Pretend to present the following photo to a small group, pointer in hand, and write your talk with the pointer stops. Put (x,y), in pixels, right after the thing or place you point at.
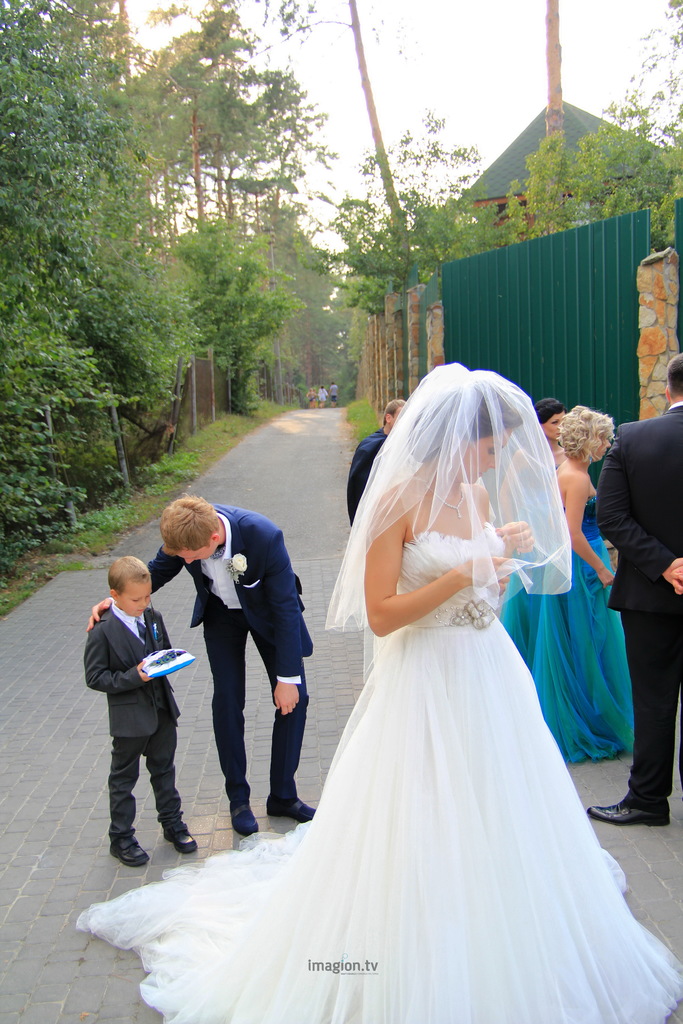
In this image we can see a woman (415,479) standing and wearing a white dress (582,863) and behind there are few people (353,479). There are some trees (564,210) and we can see a path (287,481) in the middle (282,456) and there is a wall (492,283) on the right side of the image (531,276) and we can see a building (581,133) in the background (581,133) and at the top (592,71) we can see the sky (444,17).
